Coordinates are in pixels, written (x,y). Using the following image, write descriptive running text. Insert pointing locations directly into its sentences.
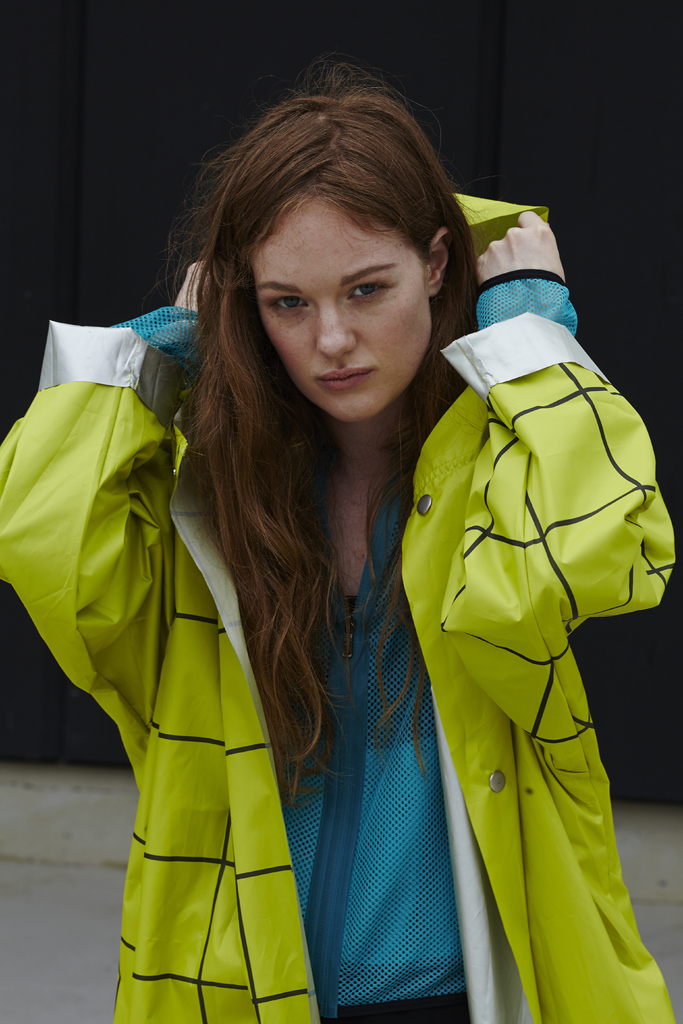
In this image, we can see a woman (558,313) standing and there is a dark background (37,50).
